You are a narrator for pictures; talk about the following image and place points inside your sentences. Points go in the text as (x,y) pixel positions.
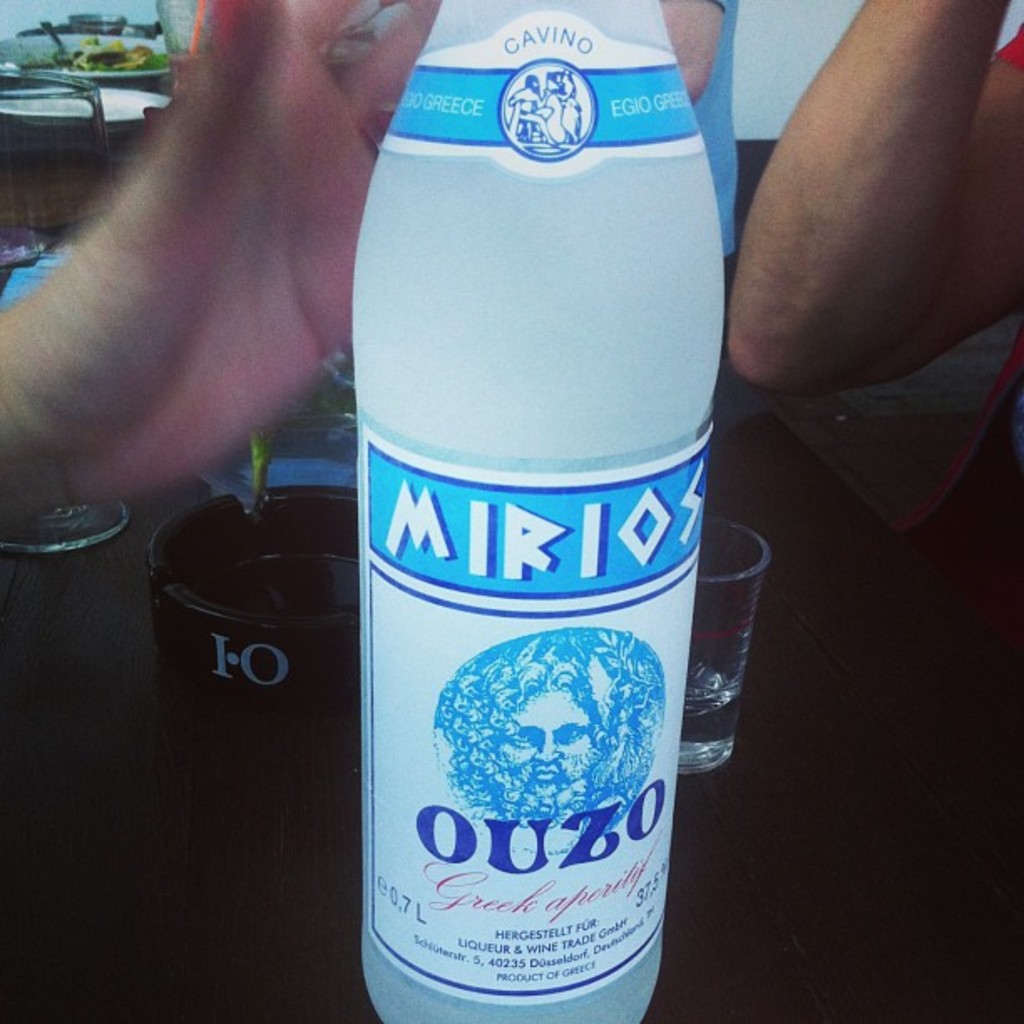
In this picture one bottle (514,620) is present on the table (762,838) and behind it one glass (714,650) and ash tray (241,592) is present and at the right corner (867,315) one person (867,323) is sitting.
